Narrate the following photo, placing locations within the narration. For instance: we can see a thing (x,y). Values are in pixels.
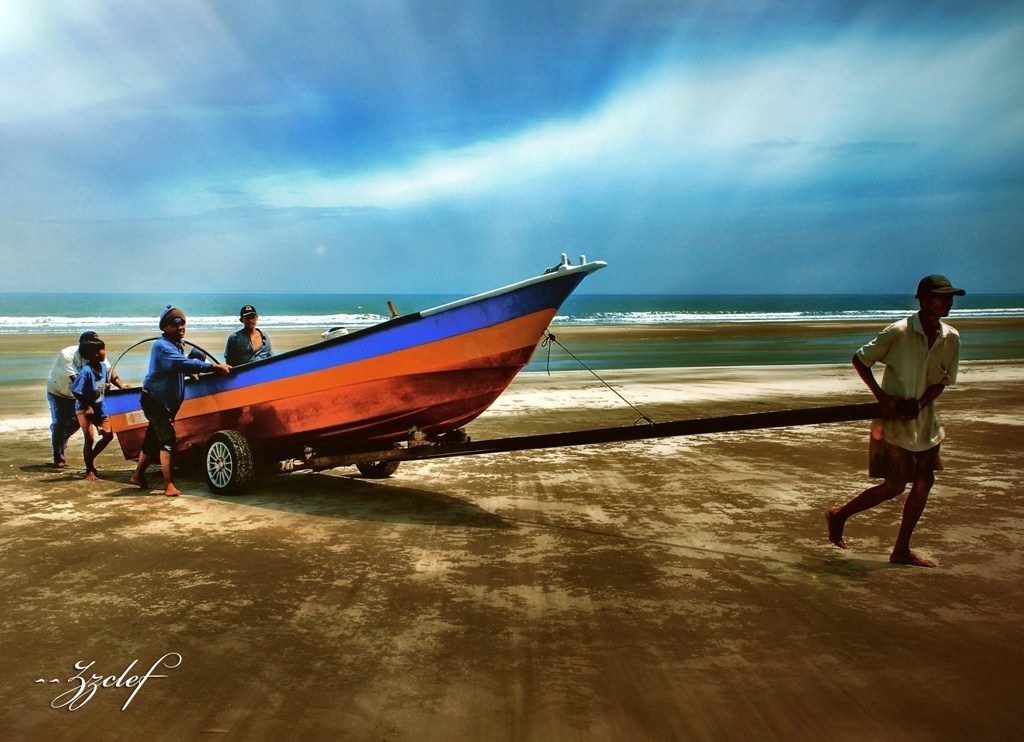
In this image we can see a person (928,333) wearing cap (945,292) is holding a trolley (323,456). On the trolley (248,471) there is a boat (330,380). And few people (159,357) are pushing the boat (259,399). In the background (329,318) there is water (221,309) and sky (359,157). In the left bottom corner (87,669) there is a watermark (60,694).
